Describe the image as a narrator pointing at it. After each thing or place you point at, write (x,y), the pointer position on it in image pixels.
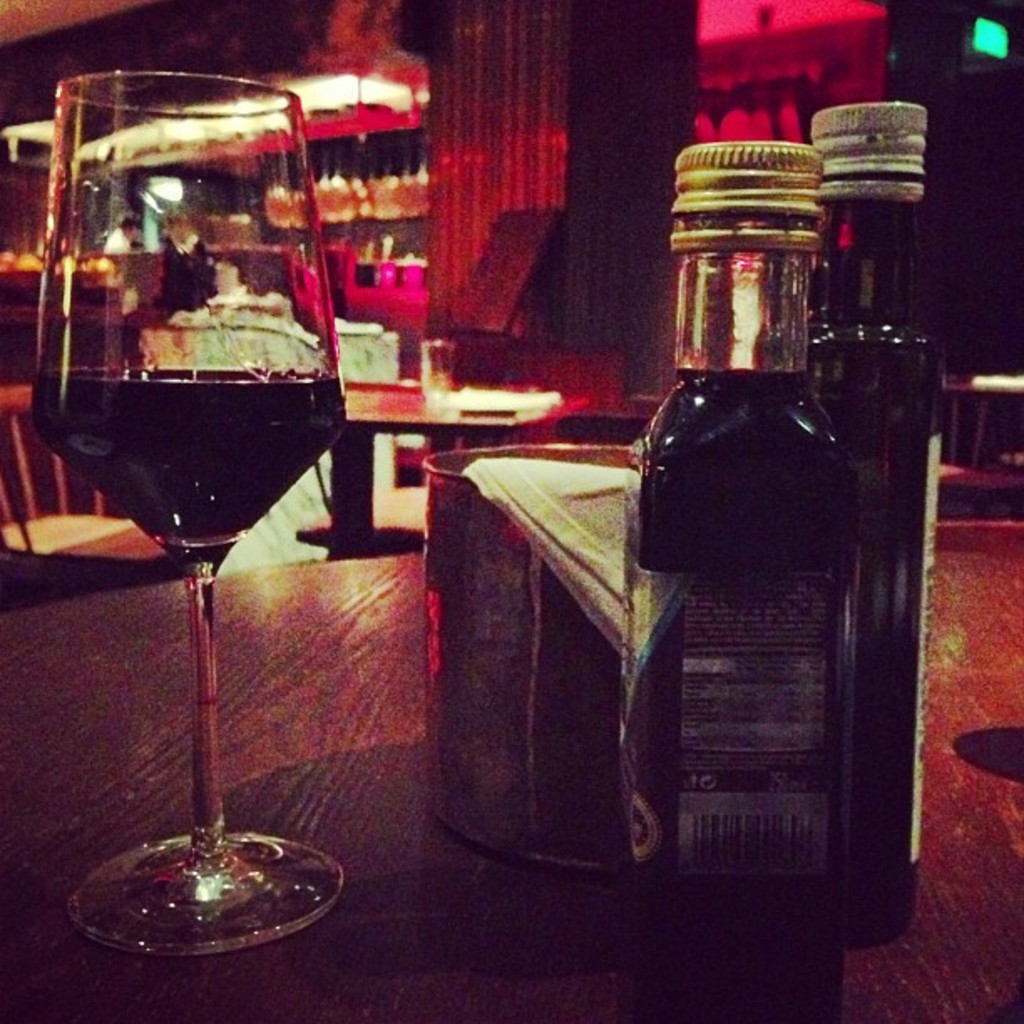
On this table (618,884) there are bottles (655,454), container (459,515) and glass (194,600). We can able to see chairs (73,476) and tables (448,420).
